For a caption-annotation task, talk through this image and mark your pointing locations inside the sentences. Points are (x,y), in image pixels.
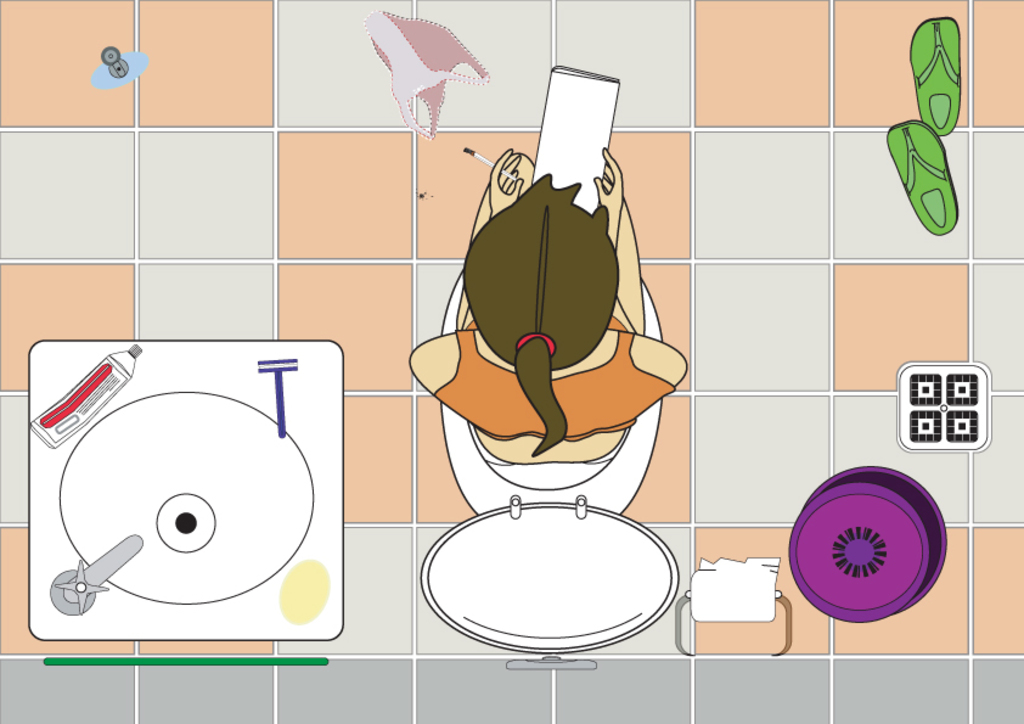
This is an animated image. In this image there is a girl (523,279) sitting on the toilet seat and she is holding a paper (540,174) and a cigarette (515,177) in her hand (500,164), beside her there is a sink (191,491). On the sink (162,460) there is a toothpaste (103,367) and a razor (281,378). On the other side there is a bin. At the top right side (921,97) there is a pair of slippers (898,155) and some other objects (107,47) on the floor (343,250).
